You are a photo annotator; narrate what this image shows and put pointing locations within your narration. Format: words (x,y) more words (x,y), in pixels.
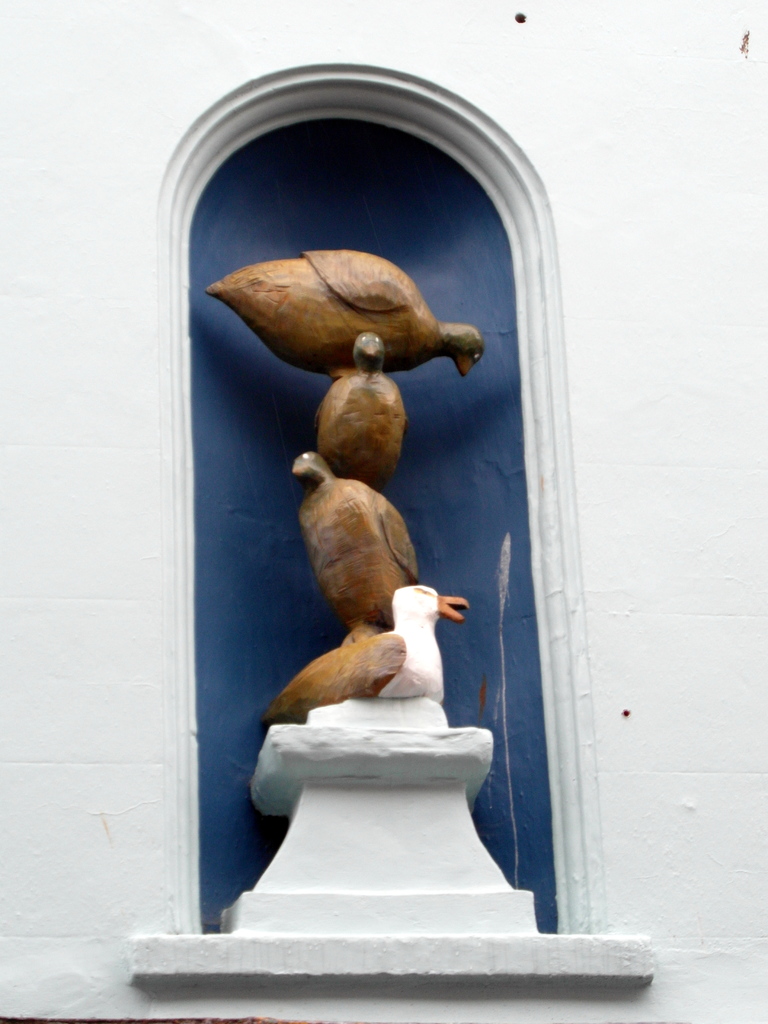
In this picture there is a statue (374,482) of few birds (372,513) standing one above the other and there is a wall (532,114) above it and the background (446,383) is in blue color.
